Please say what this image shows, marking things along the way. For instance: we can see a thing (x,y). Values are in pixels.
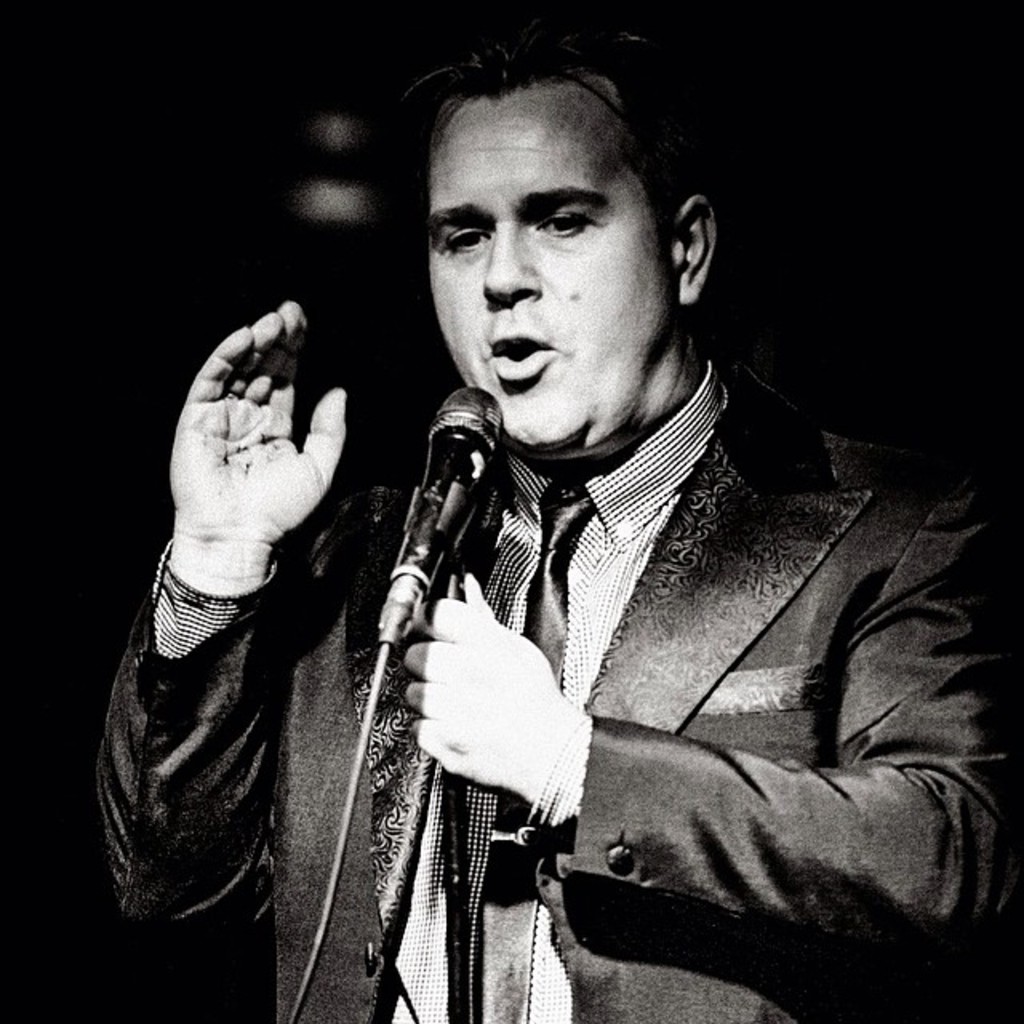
This is a black and white picture, a man (162,617) in coat (731,808) and shirt (566,667) talking in the mic (488,418) and the background (81,182) is black.
